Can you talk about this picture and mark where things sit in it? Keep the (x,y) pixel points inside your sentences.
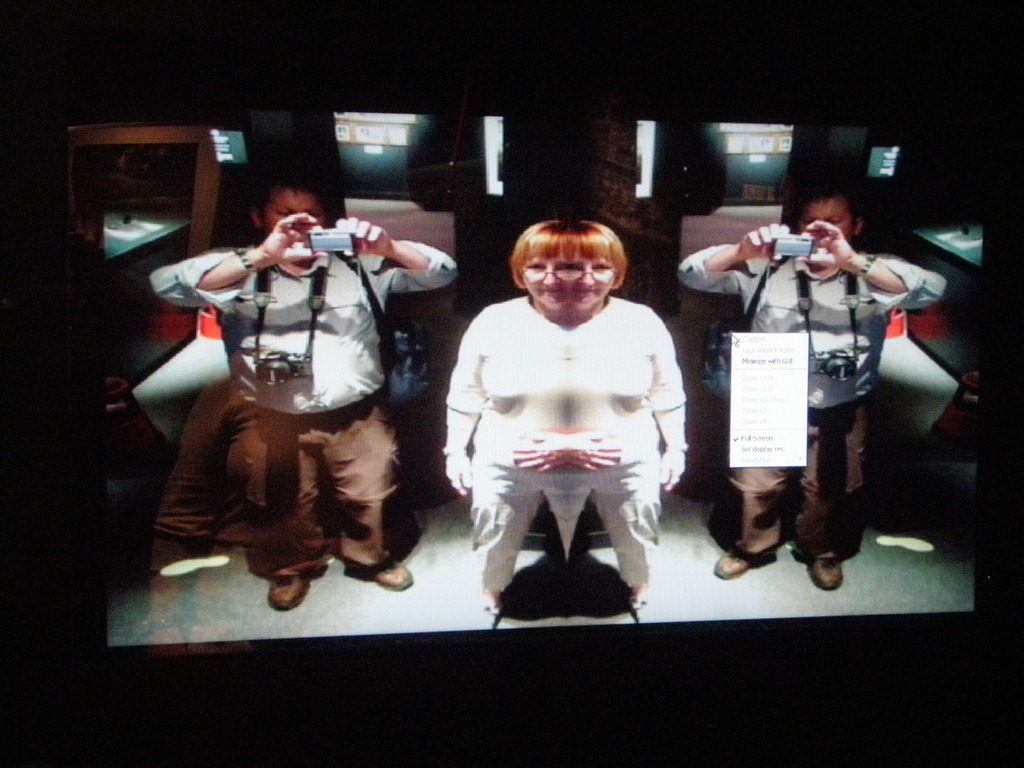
In this picture there is a women (581,449) wearing white color dress (581,412) standing and giving a pose into the camera. Beside there is a man (356,337) who is taking a photograph. In the background (118,183) we can see the glass (117,203).
